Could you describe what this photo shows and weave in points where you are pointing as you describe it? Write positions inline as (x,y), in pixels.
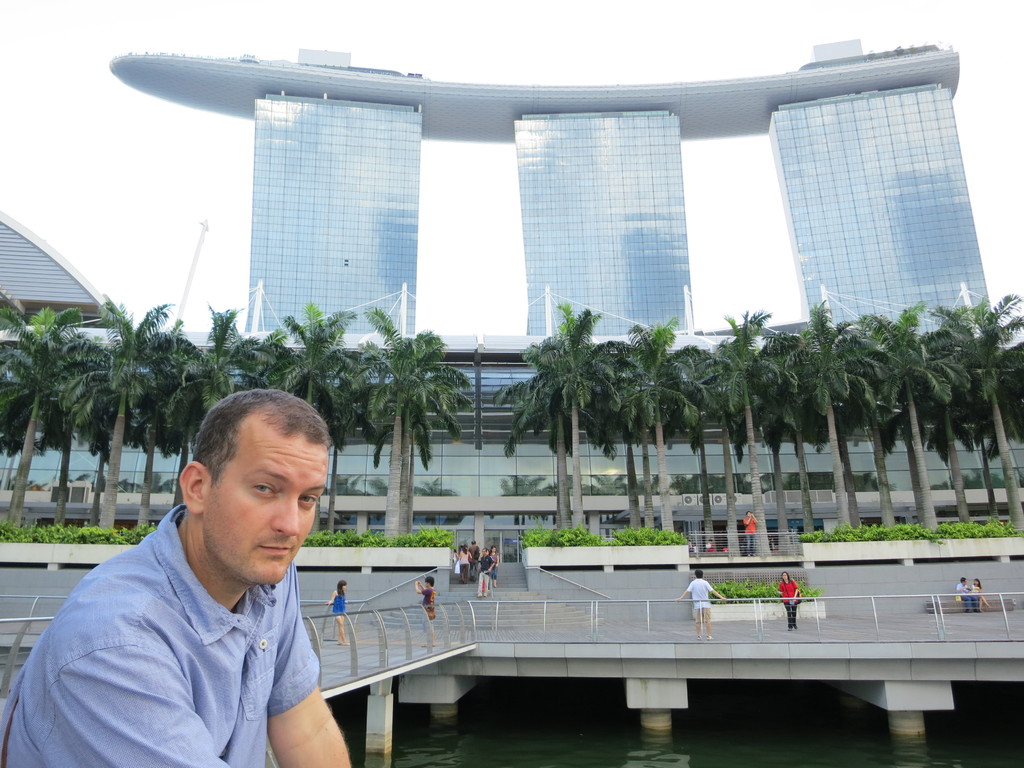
In this image there is a person (295,649). On the bottom right side (745,753) there is water (685,742). At the center of the image (550,508) there is a building (690,450), in front of the buildings (617,515) there are trees (581,495) and few are walking on the stairs (467,600) and few are standing on the path (405,652). In the background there is a sky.
